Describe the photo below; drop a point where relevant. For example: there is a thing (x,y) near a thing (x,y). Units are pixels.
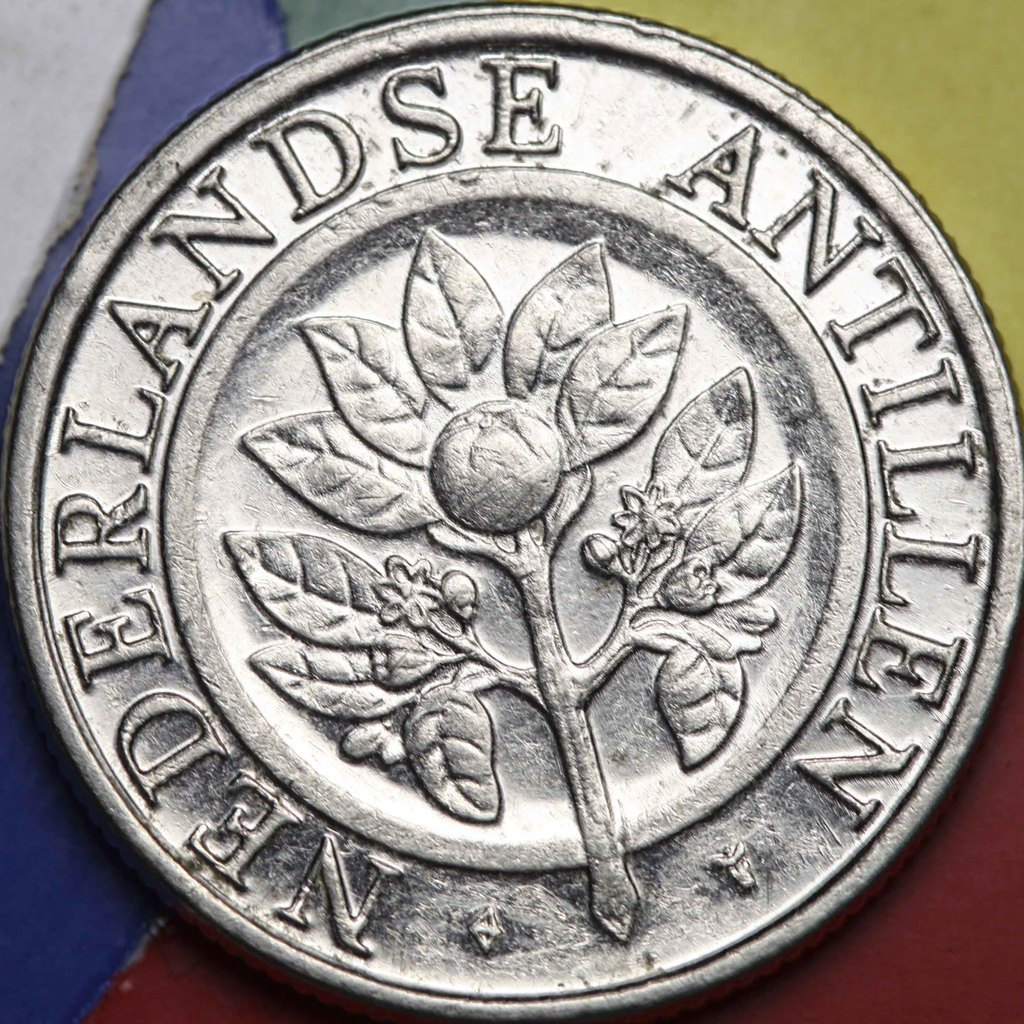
In the center of the image (502,524) we can see a coin (766,718) placed on the table (1011,926).
